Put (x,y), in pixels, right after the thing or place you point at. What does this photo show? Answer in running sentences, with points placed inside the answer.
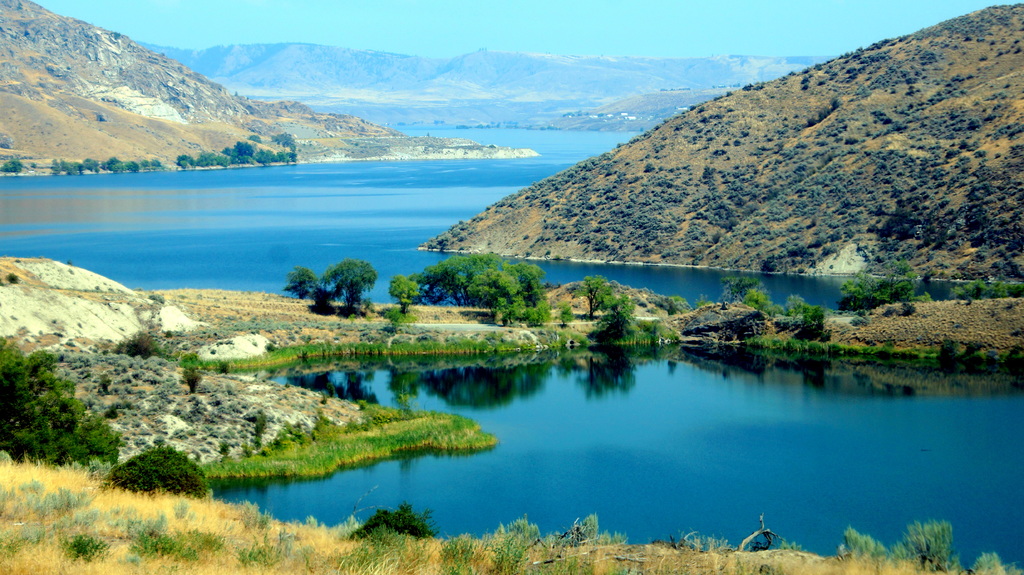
In this image we can see water (342,239), trees (403,302), plants (361,344), hills (820,149) and sky (519,35).
